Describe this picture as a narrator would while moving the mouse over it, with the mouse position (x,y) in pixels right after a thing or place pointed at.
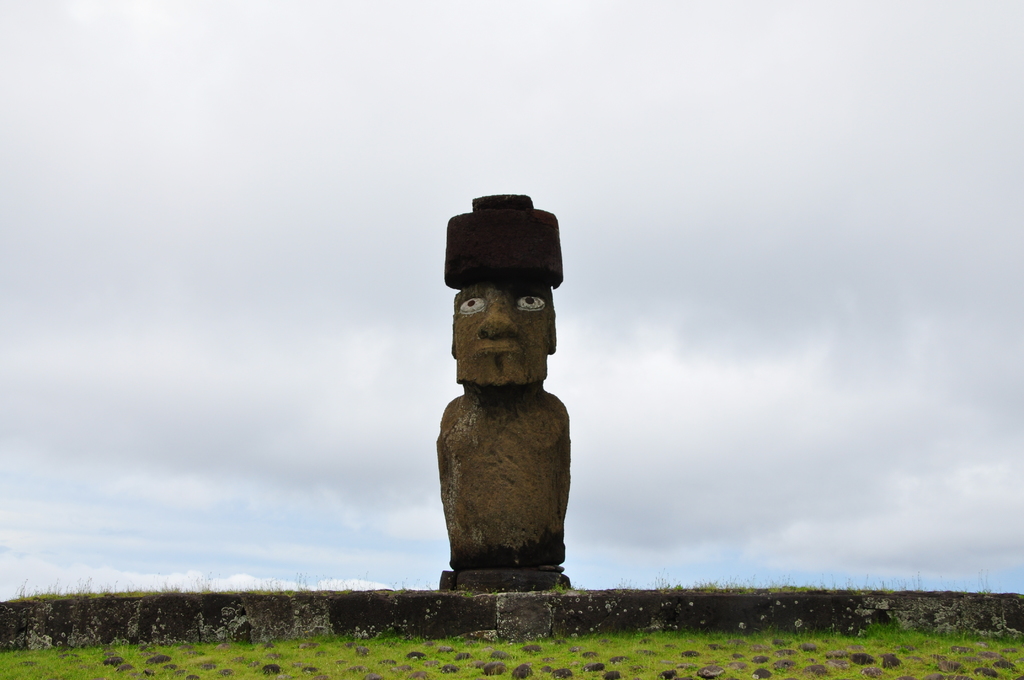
In this image there is the sky (246,246), there is sculpture (499,324) of a person (516,471), there are plants (87,594), there is grass (381,644) truncated towards the bottom of the image (654,667).
